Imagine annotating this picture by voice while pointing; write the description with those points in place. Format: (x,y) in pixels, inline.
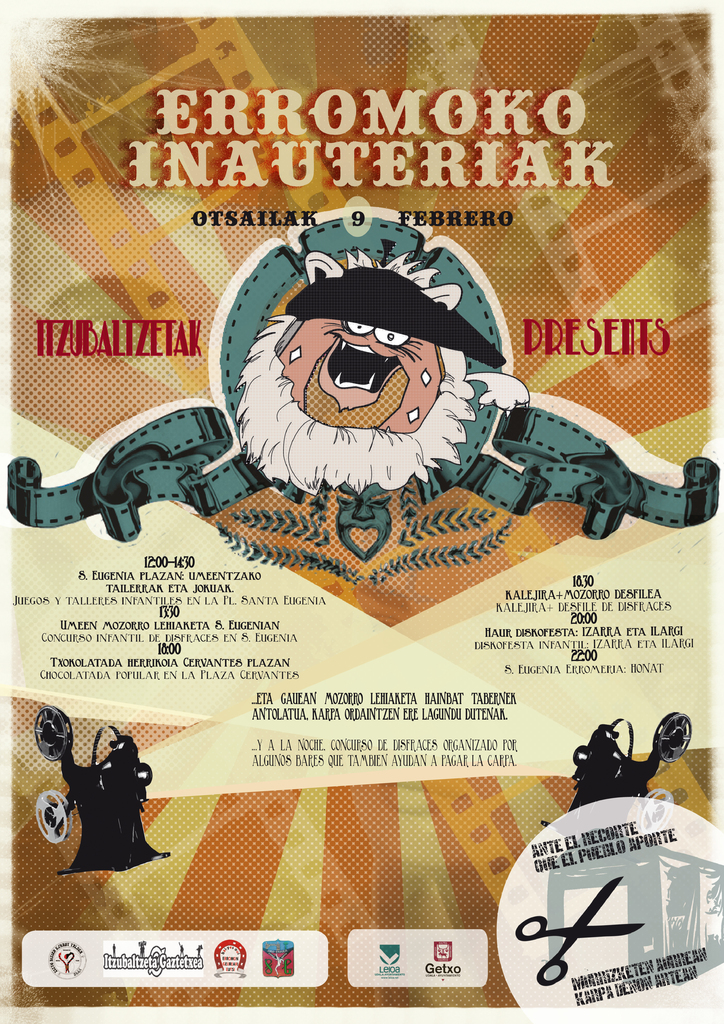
In the image we can see a poster (689,200), in the poster (384,202) we can see some alphabets (356,109) and numbers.
